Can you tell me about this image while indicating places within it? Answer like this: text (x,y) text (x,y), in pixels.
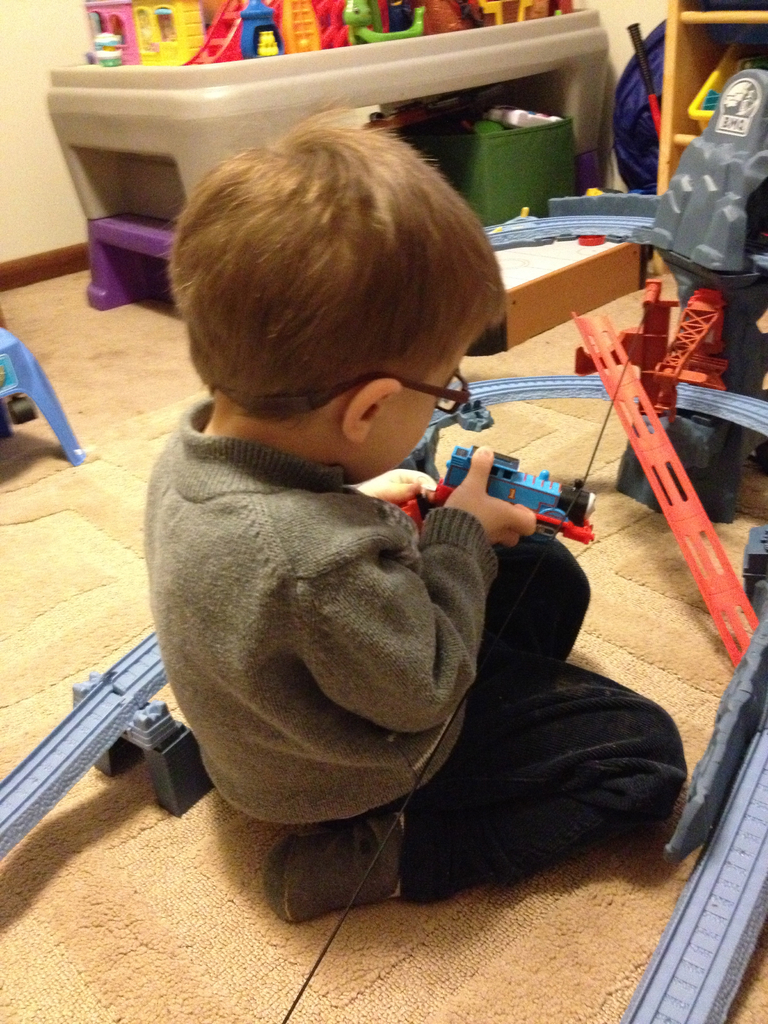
In this picture there is a small boy (187,299) in the center of the image (399,407), by holding a toy train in his hands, there are other toys (418,6) on the table (387,50) at the top side of the image (281,15), there is a rack (675,132) in the top right side of the image (673,24).
